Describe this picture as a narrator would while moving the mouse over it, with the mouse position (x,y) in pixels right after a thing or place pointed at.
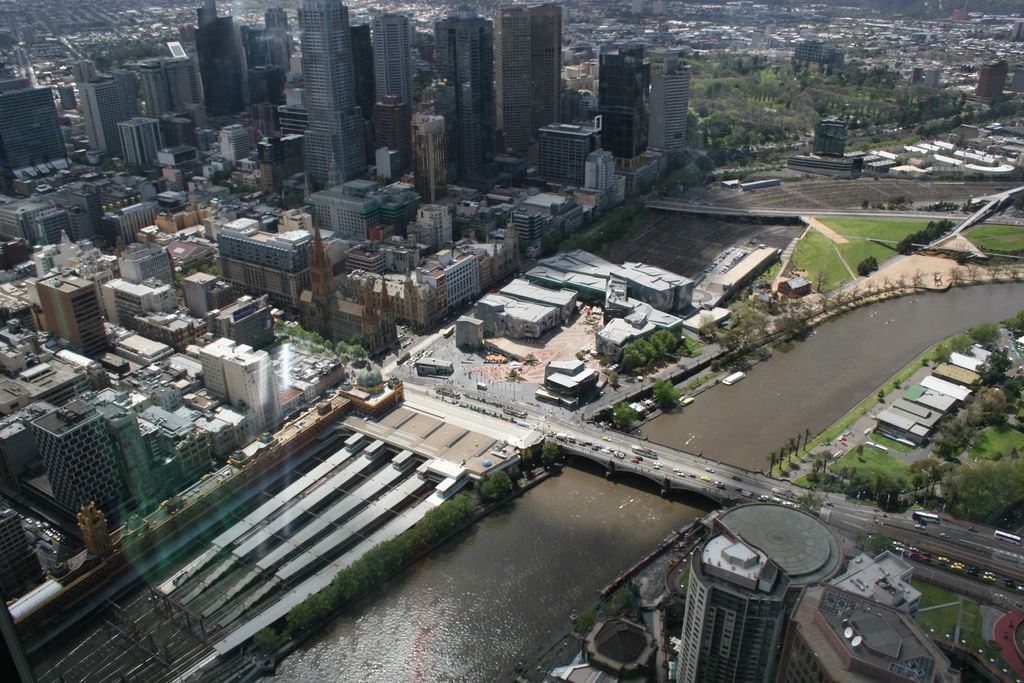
This is aerial view image of a city (356,262), there is a canal (432,608) in the middle (610,430) with a bridge (599,427) above it and few vehicles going on it and in the back (509,46) there are buildings (223,155) all over the place.
